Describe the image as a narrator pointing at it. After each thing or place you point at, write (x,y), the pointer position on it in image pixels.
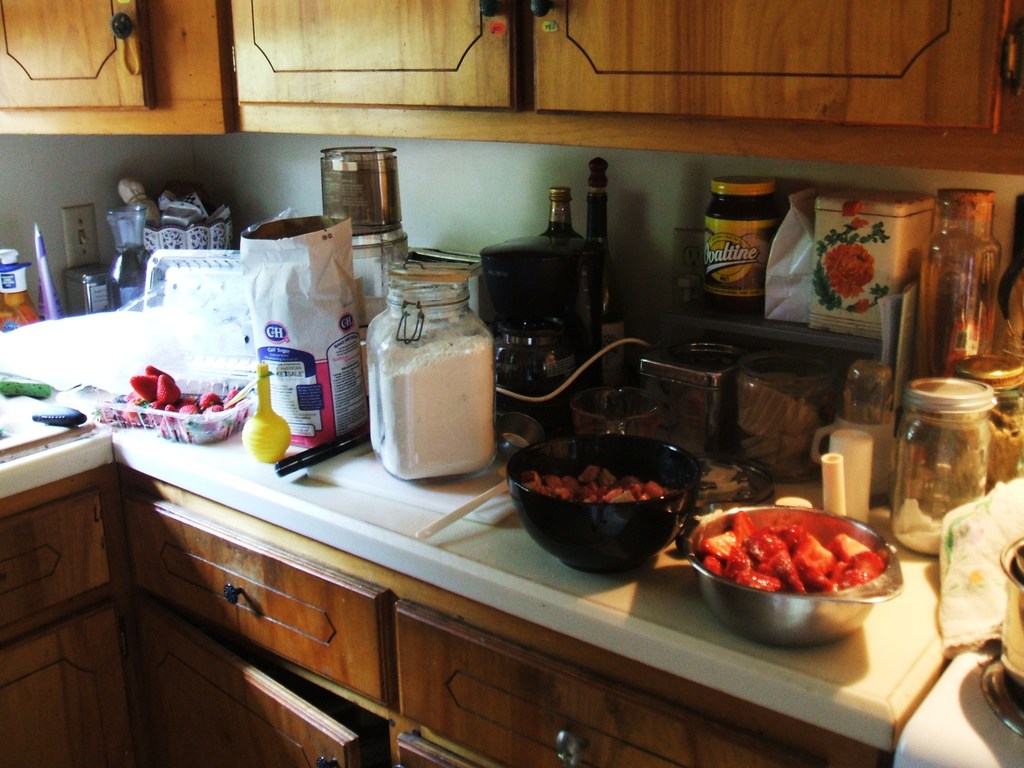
In this image there is one kitchen table (205,483), on the table (154,451) there are some bowls (622,472), bottles (251,428), cups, trays (213,420). In the trays (207,420) there are some fruits (207,402) and some other objects (76,418), at the top (283,80) there is a cupboard (588,88) and in the background (513,175) there is wall (675,206). And at the bottom (243,605) also there is a cupboard (210,645).
